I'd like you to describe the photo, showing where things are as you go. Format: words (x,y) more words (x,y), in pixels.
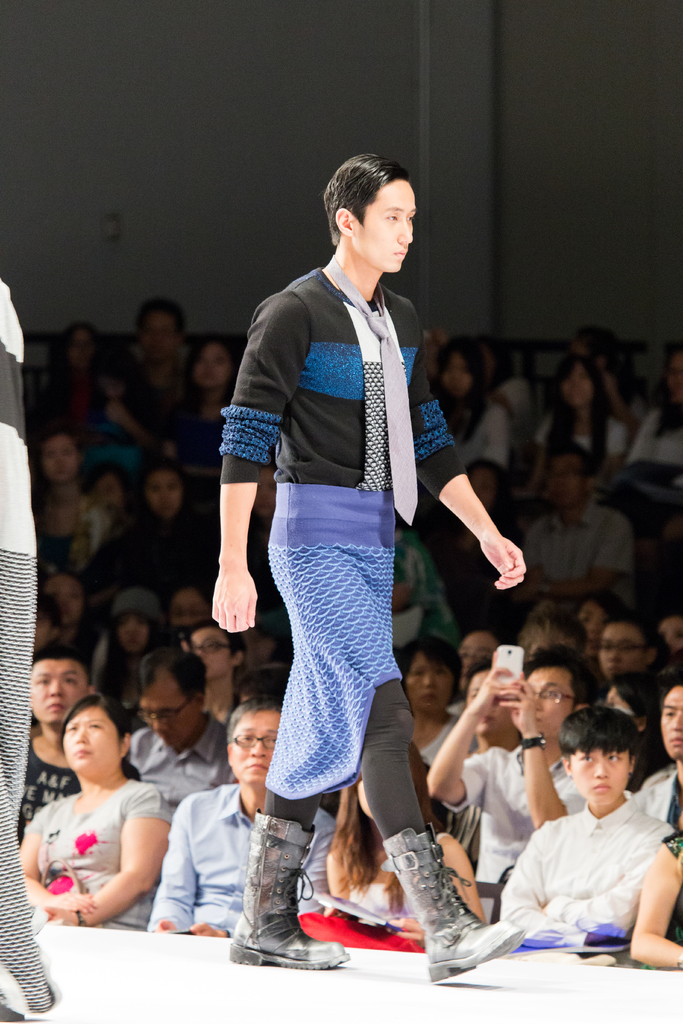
In this image there is a person (433,950) walking on the stage (271,973) beside the stage (492,997) there are so many people (138,902) sitting on chairs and watching at them also there is a man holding camera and capturing.
